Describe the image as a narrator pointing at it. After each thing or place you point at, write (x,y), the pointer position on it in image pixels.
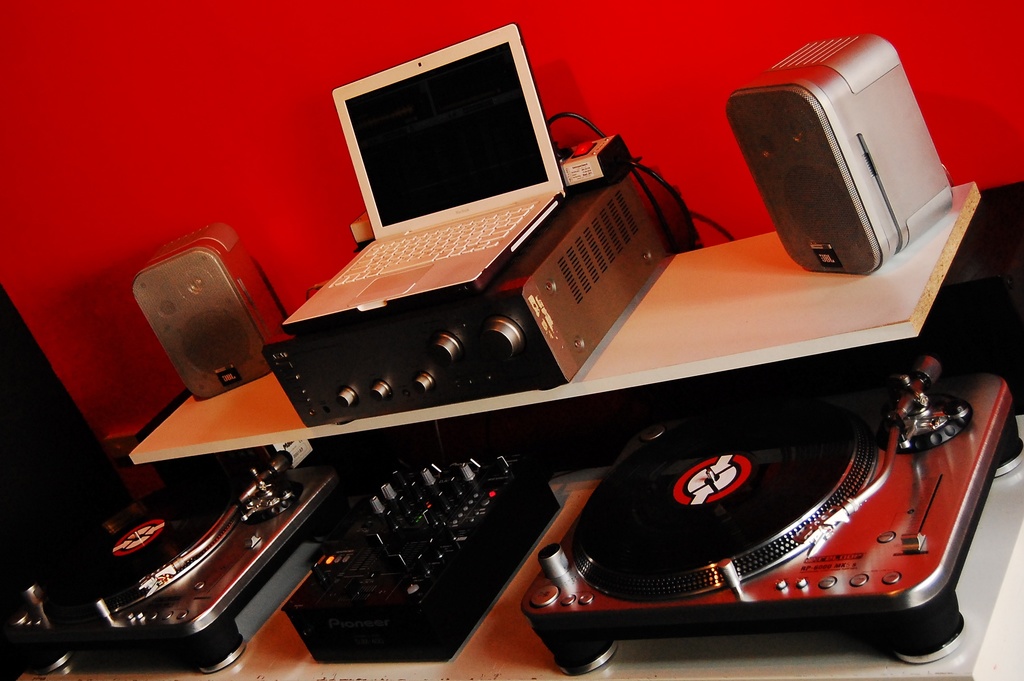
In this image, There is a table (865,318) which is in white color, On that table (228,417) there is a black color amplifier (485,385) and there is a laptop (454,246) of white color, There are some speakers (800,188) in ash color, There are some black color objects (393,562) which are placed on the table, In the background there is a red color wall (225,76).
